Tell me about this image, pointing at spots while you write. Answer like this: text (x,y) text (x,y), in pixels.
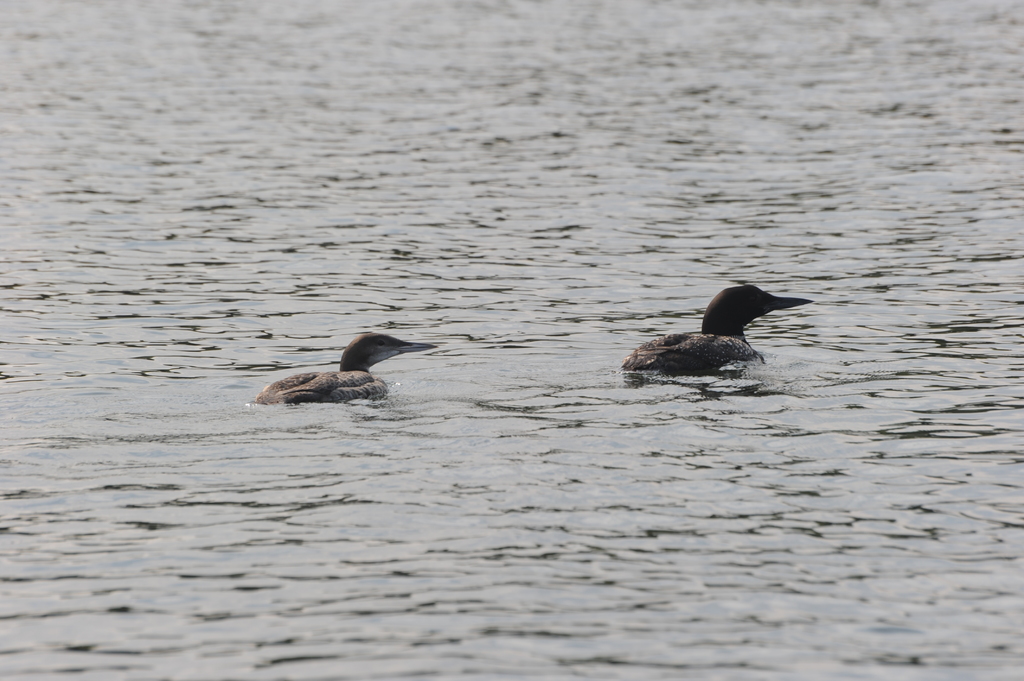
There are two ducks (346,353) moving on the water (447,414). I can see the water (592,414) flowing.
